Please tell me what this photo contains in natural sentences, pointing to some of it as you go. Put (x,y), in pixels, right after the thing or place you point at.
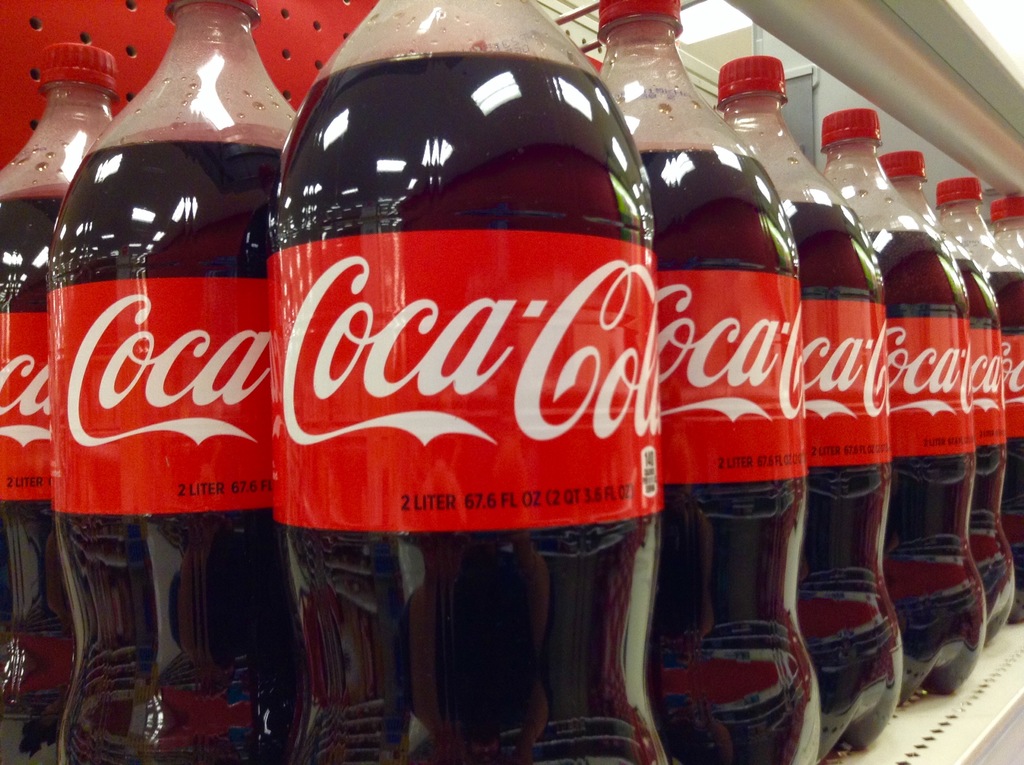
In this Image I see number of bottles (72,756), which are of black and red in color and on the bottles (309,482) it is written "COCA-COLA" and other few words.
